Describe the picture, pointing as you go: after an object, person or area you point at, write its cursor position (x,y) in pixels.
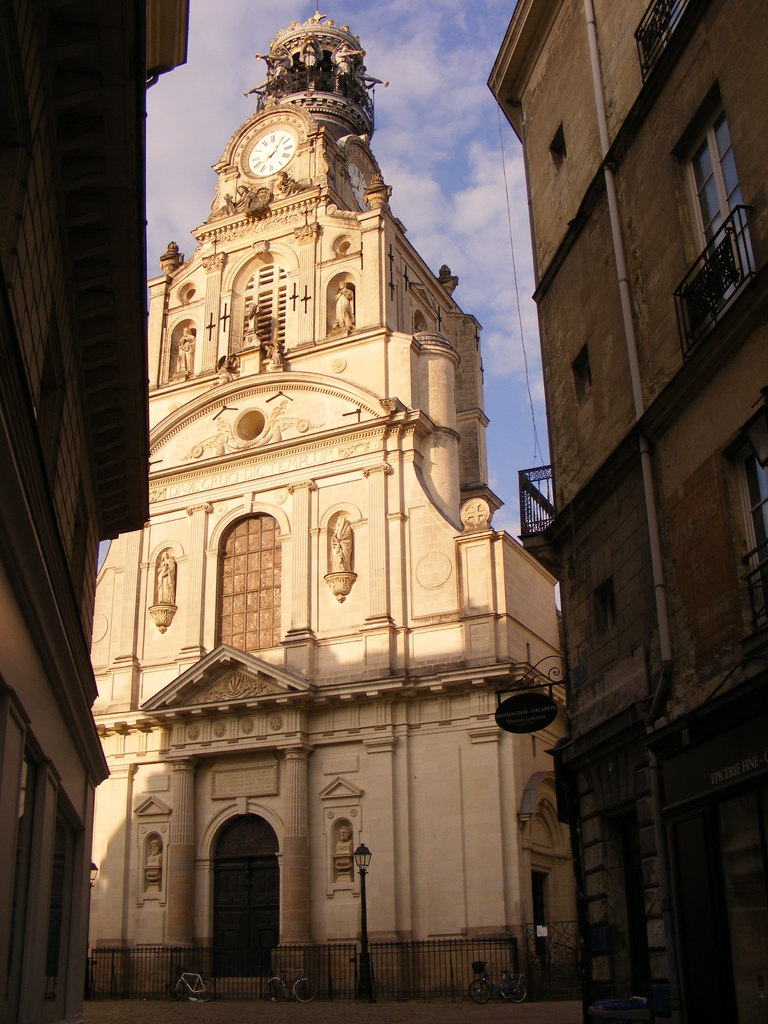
In this picture I can see 3 buildings (445,355) and on the top of this image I can see 2 clocks (286,135) on a building (316,422). On the bottom of this picture (385,980) I can see the railing (266,960), a light pole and 3 cycles (266,990). In the background (269,41) I can see the sky (417,191).
